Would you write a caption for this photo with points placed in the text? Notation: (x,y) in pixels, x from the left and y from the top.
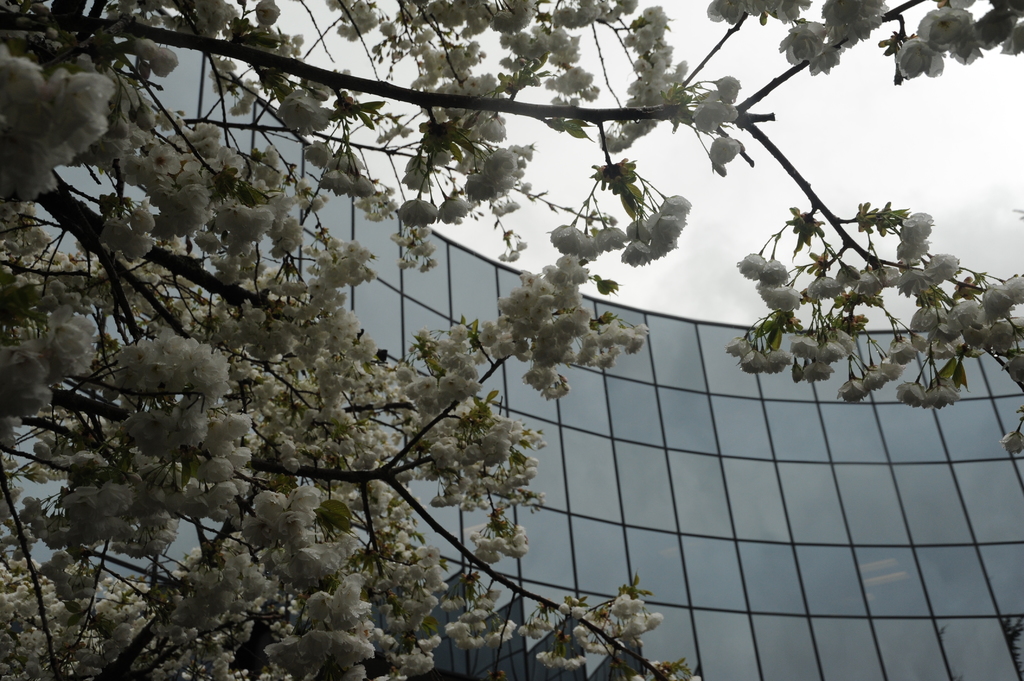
In this image there is a tree (101,524) and we can see flowers (520,355) which are in white color. In the background (611,396) there is a building (757,478) and we can see sky (860,123).
